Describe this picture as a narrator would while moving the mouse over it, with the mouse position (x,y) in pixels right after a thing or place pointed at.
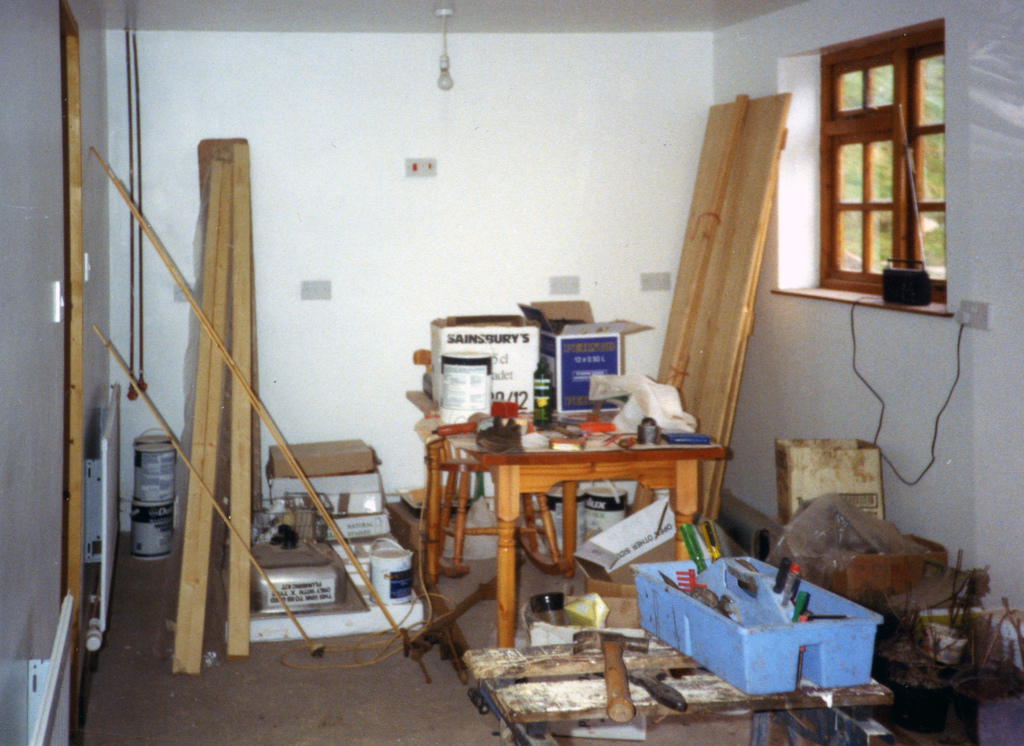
In this image we can see wooden objects (761,144), few objects (488,427) on the table (588,467), a hammer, a blue color basket (683,608) with few objects (733,591), boxes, a window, light (447,80) and few other objects (378,582) in a room (298,540).
